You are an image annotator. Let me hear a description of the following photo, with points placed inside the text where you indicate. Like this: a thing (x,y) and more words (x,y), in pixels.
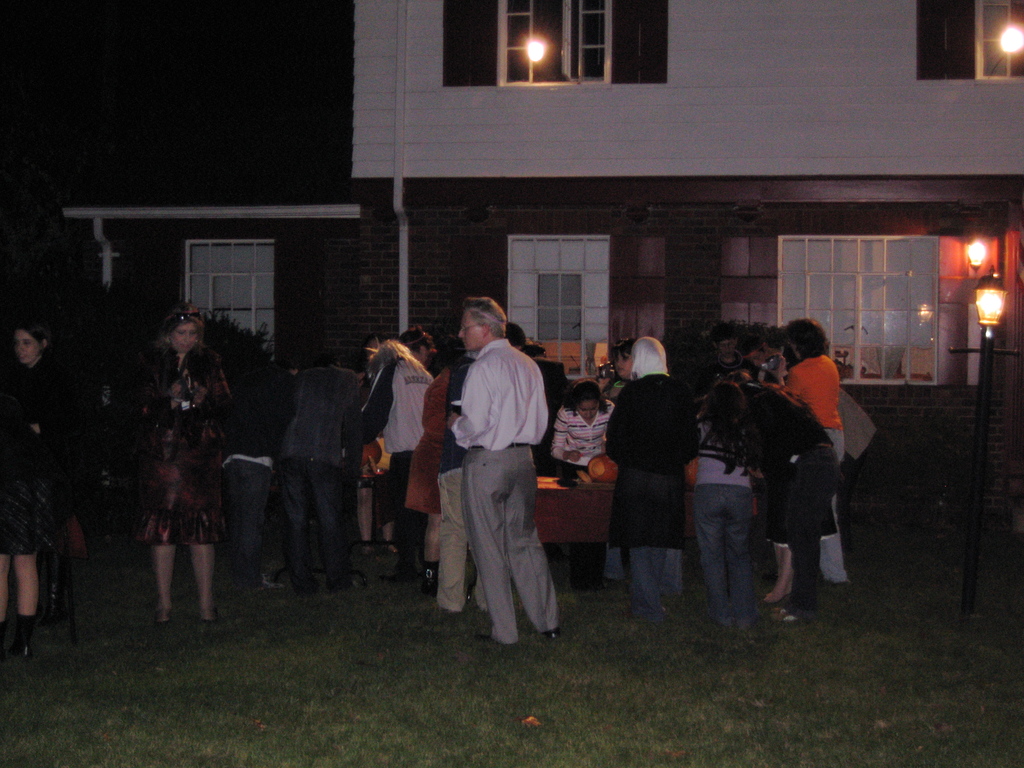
The image is taken in the nighttime. In this image there are group of people (509,448) who are standing around the table (543,502). In the background (582,232) there is a building (550,207) with the windows (517,247). On the right side (987,343) there is a light (980,374). On the ground (355,730) there is grass (366,754).
